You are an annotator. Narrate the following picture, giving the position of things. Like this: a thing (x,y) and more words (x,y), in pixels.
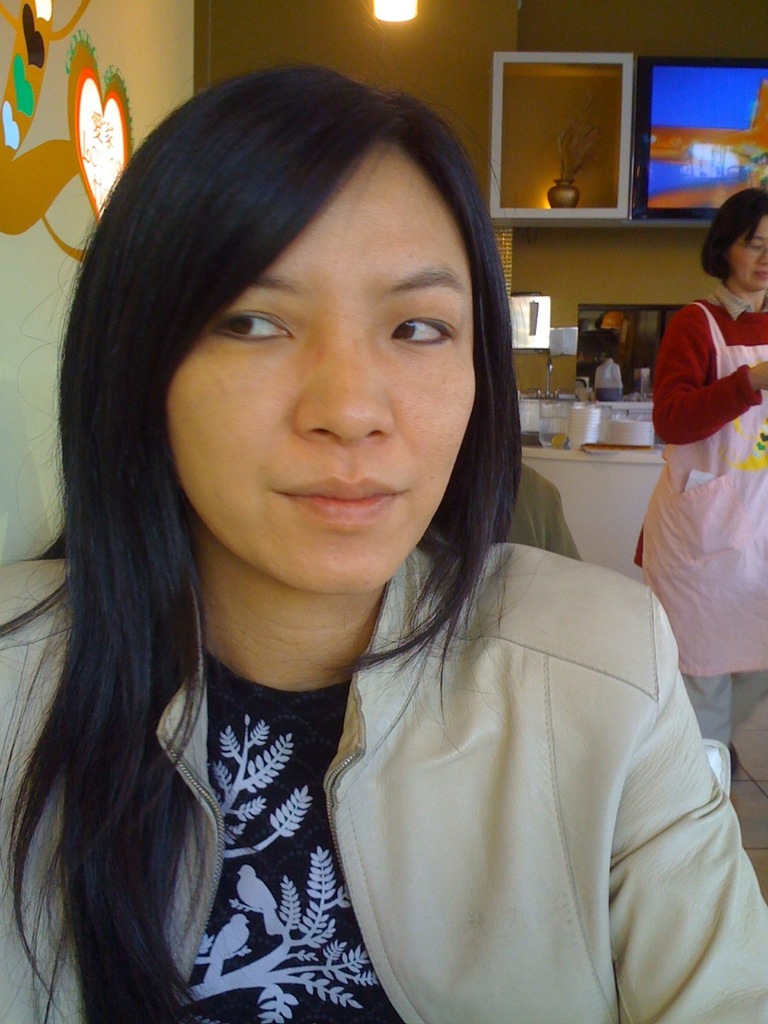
Here we can see a woman (376,409) and there is a person (699,542). In the background (560,365) we can see a cupboard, screen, lights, wall (576,41), and objects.
